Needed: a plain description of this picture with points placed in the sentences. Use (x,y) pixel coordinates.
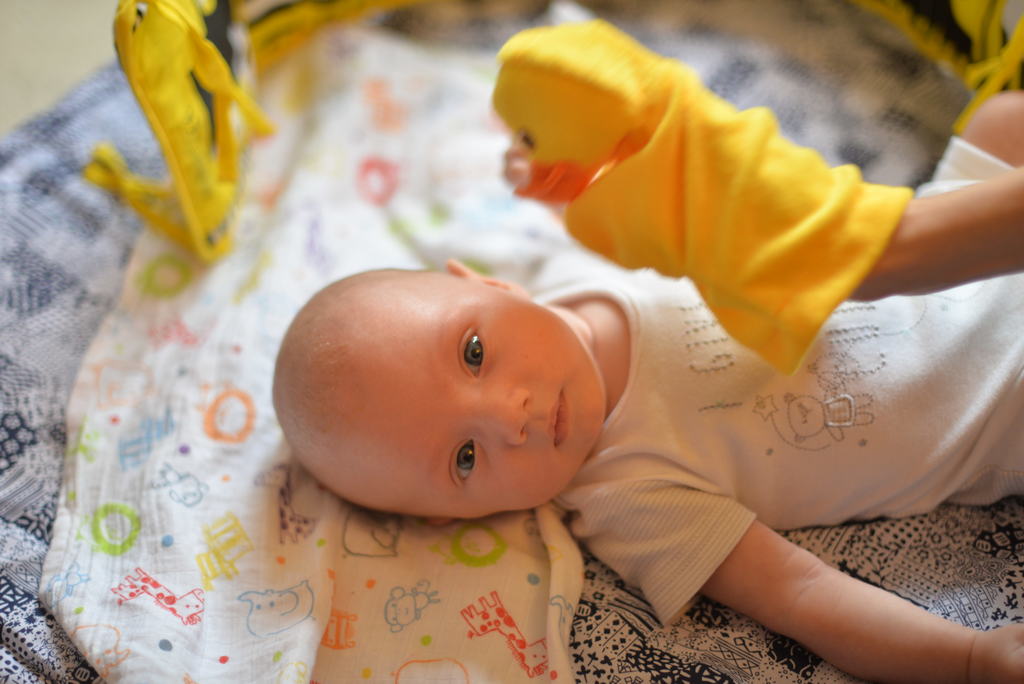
In the center of the image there is a cloth (501,636). On the cloth (463,548), we can see one baby (464,501) is lying. And we can see one human hand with a hand puppet (700,271). In the background (228,124), we can see one yellow color object (129,11).
